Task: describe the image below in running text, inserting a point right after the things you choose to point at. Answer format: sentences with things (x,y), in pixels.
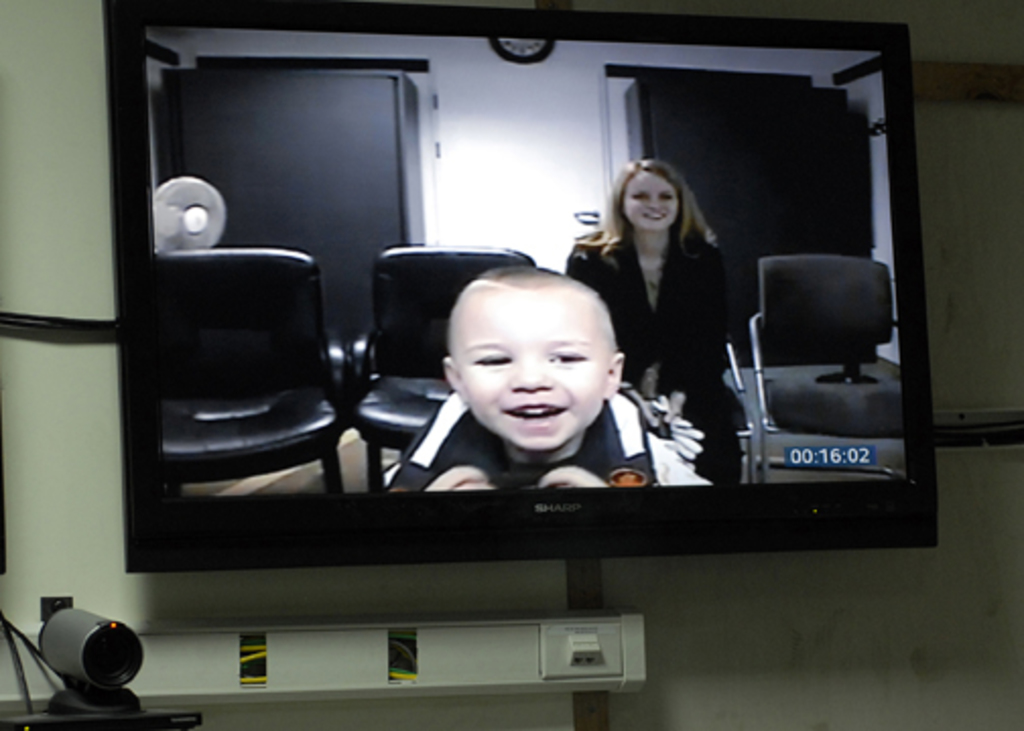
In this picture we can see a television (891,325), camera (100,646), wires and in the television (373,164) we can see chairs (275,339), clock (519,53), fan (179,231), woman (631,257) and a child (552,320) are smiling.
